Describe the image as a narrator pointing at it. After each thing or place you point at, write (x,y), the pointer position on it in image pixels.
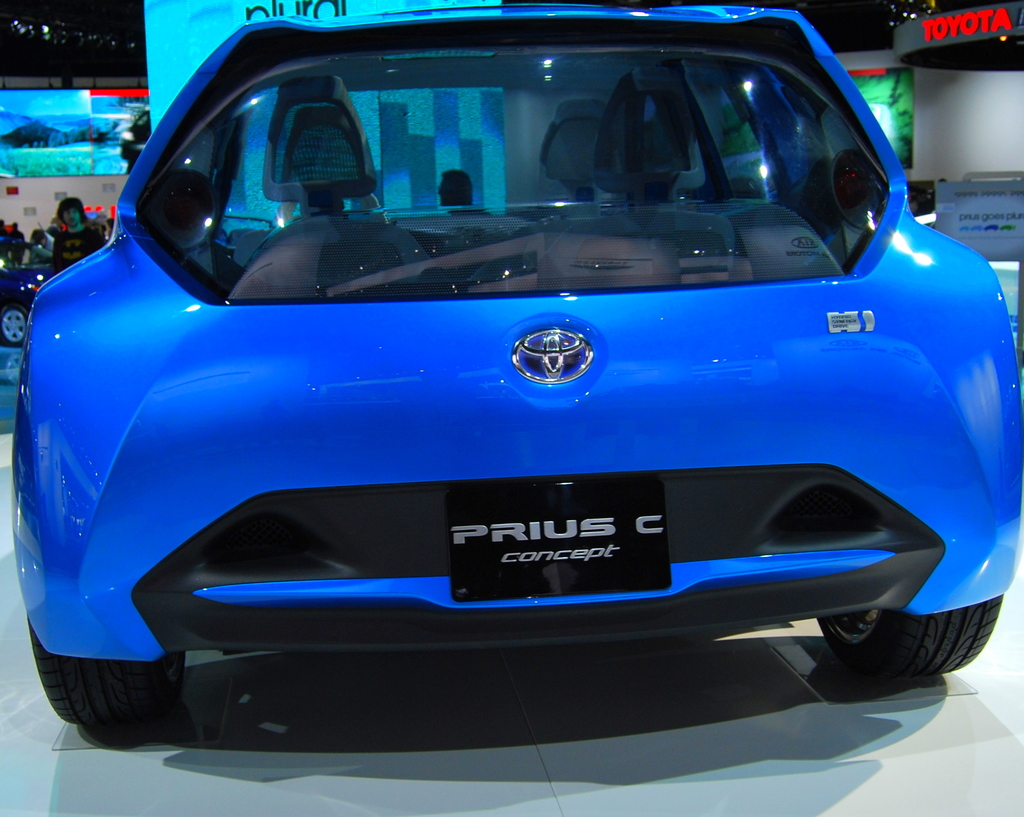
In this picture there is a blue car (525,161) in the foreground (361,309). At the back (17,337) there are group of people (15,223) and there are hoardings (132,148) and there is a car (10,254).
